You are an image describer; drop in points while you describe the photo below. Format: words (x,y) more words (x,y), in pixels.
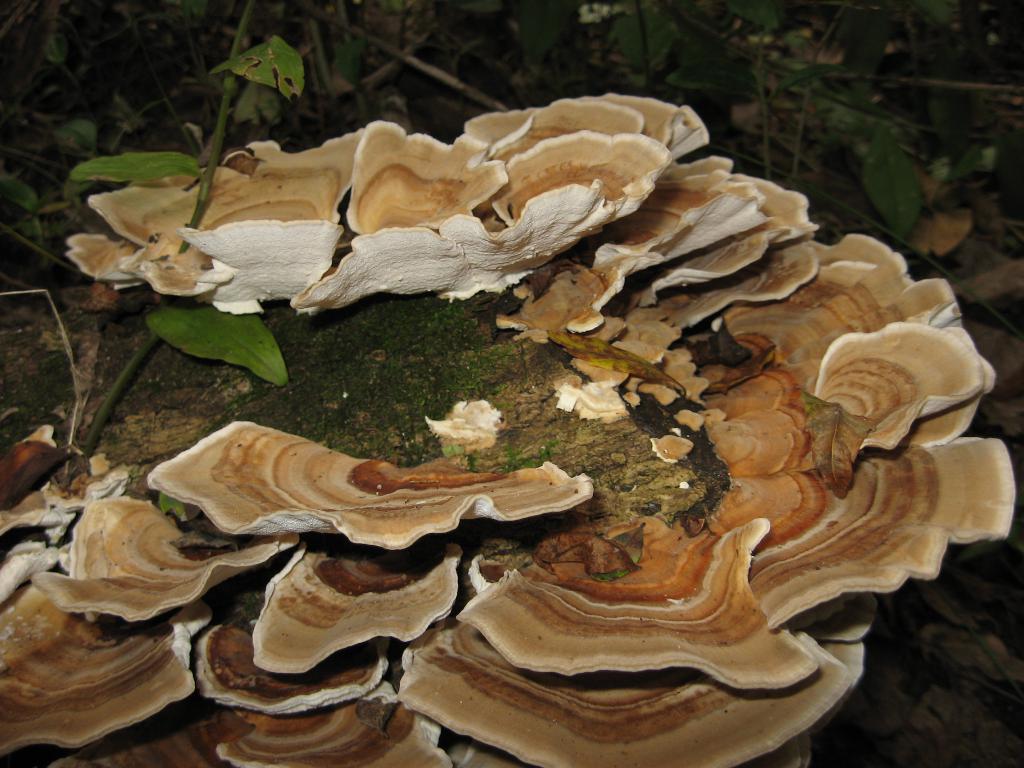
In this picture we can see green leaves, stems (904,84) and hongos (698,263).
